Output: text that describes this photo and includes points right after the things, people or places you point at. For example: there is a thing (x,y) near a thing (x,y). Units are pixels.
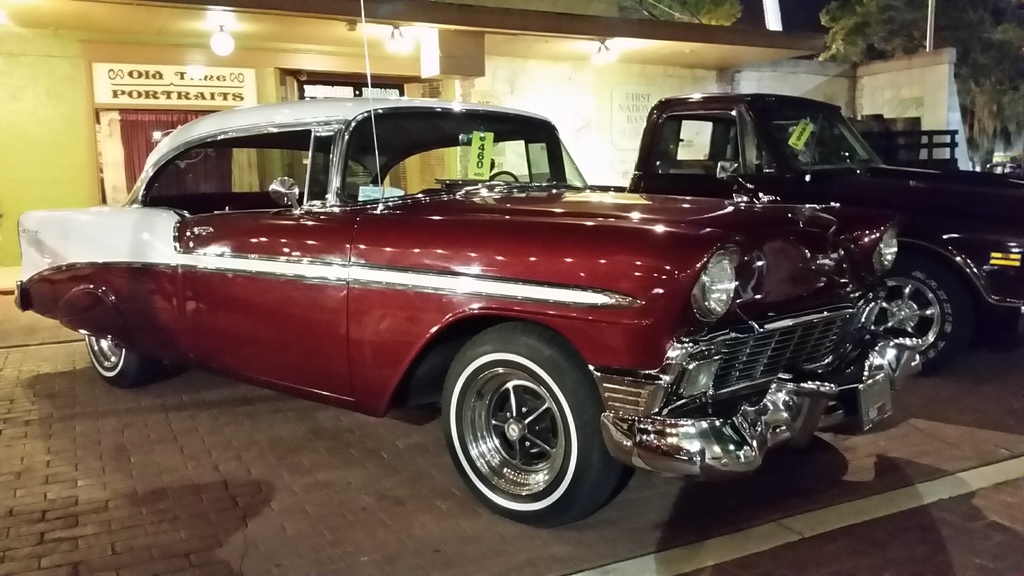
In this image few vehicles (599,339) are on the road (136,454). Behind there is a building (51,131) having few lights (592,47) attached to the roof (729,46). There is a name board (170,105) attached to the wall (376,74) having a door (361,77). Right side there is a pole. Behind there are few trees (963,60).
